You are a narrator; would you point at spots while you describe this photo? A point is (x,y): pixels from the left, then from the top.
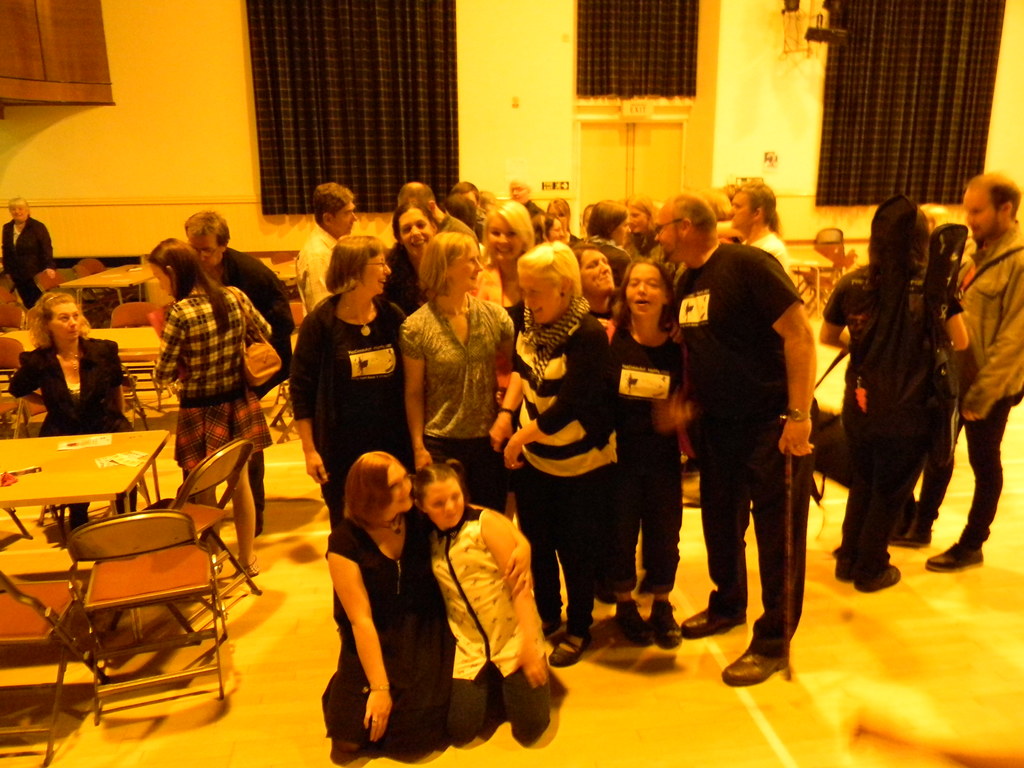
In this image we can see few persons (568,358) are standing, two persons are in crouch position and a woman (110,415) on the left side (106,390) is sitting on a chair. There are chairs (130,406) on the floor (733,714) at the tables (68,457) and there are papers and objects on a table (0,501). In the background (442,168) we can see curtains (409,180) and objects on the windows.
